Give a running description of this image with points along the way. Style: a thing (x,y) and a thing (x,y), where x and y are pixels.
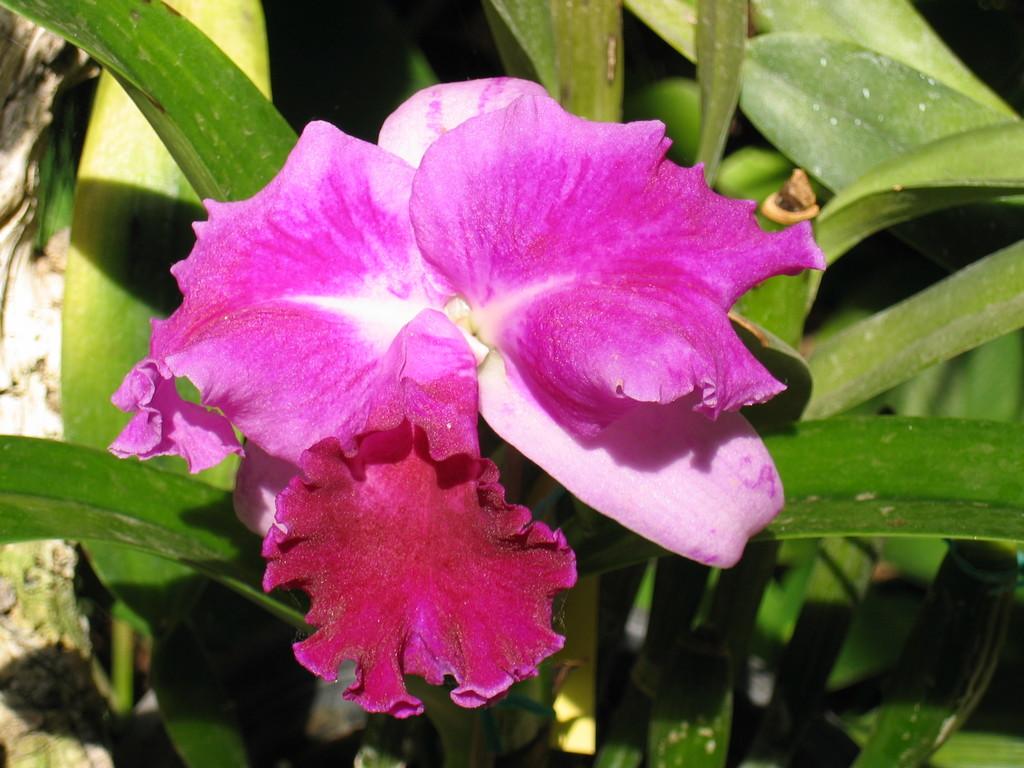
In this picture we can see a flower (299,532) and in the background (131,242) we can see leaves (124,527).
